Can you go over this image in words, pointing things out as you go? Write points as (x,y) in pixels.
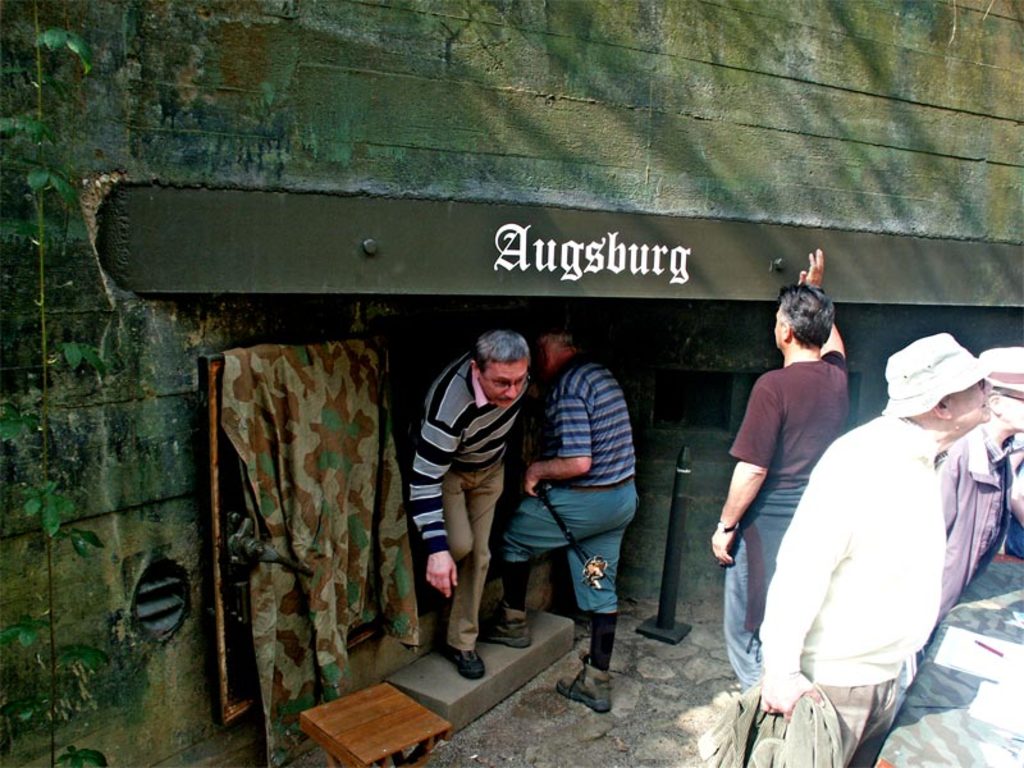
In this picture we can see five persons (1003,470), two persons (786,570) on the right side (994,544) wore caps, a person (592,494) in the middle (592,489) is holding something, on the left side (325,715) we can see a table (369,705) and a cloth (339,583), it looks like a building (606,125) in the background (644,119).
